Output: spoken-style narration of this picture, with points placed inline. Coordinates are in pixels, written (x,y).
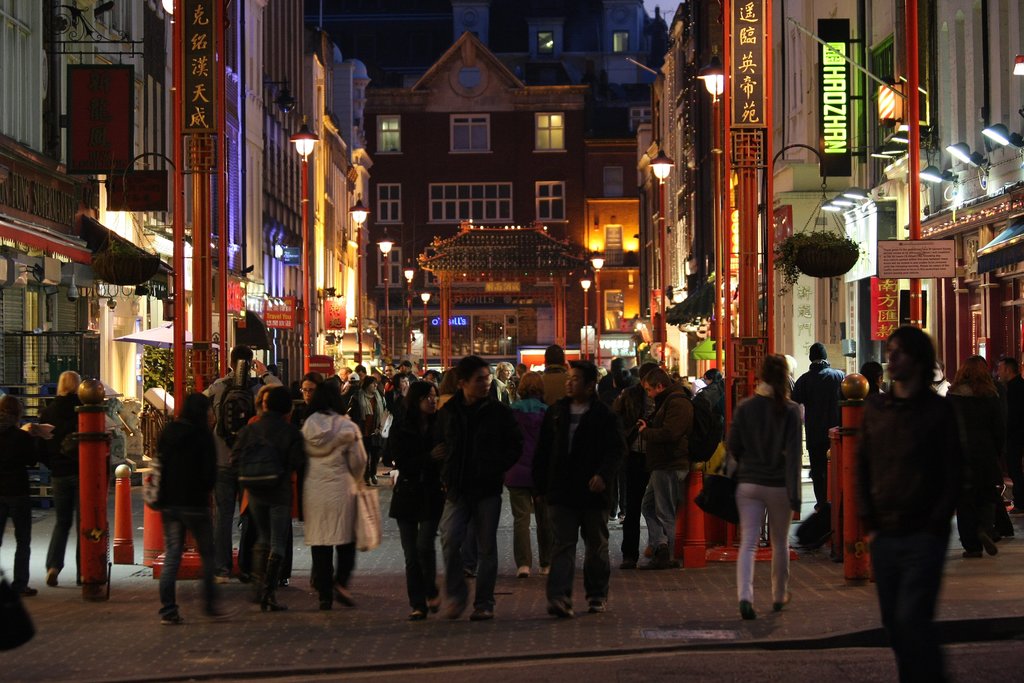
In the image we can see there are many people (469,472) around, walking and some of them are standing. They are wearing clothes (408,552) and some of them are wearing clothes (452,598) and carrying handbag (728,498). There are many buildings (510,133) and these are the windows (459,137) of the building (461,163). Here we can see the lanterns (304,156), road pole (104,509), lights (307,142) and the road (704,593).
